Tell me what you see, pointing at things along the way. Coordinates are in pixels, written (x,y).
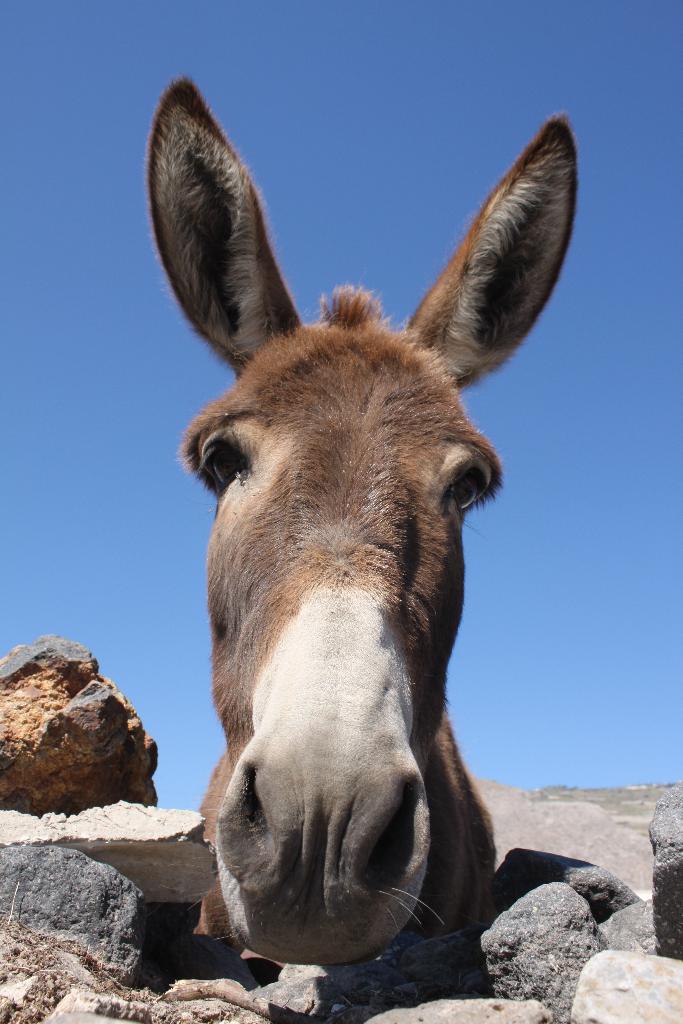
In this picture we see the face (258,886) of a donkey (260,930) in between the rocks (531,928). In the background (107,189) the sky (352,167) is blue.
